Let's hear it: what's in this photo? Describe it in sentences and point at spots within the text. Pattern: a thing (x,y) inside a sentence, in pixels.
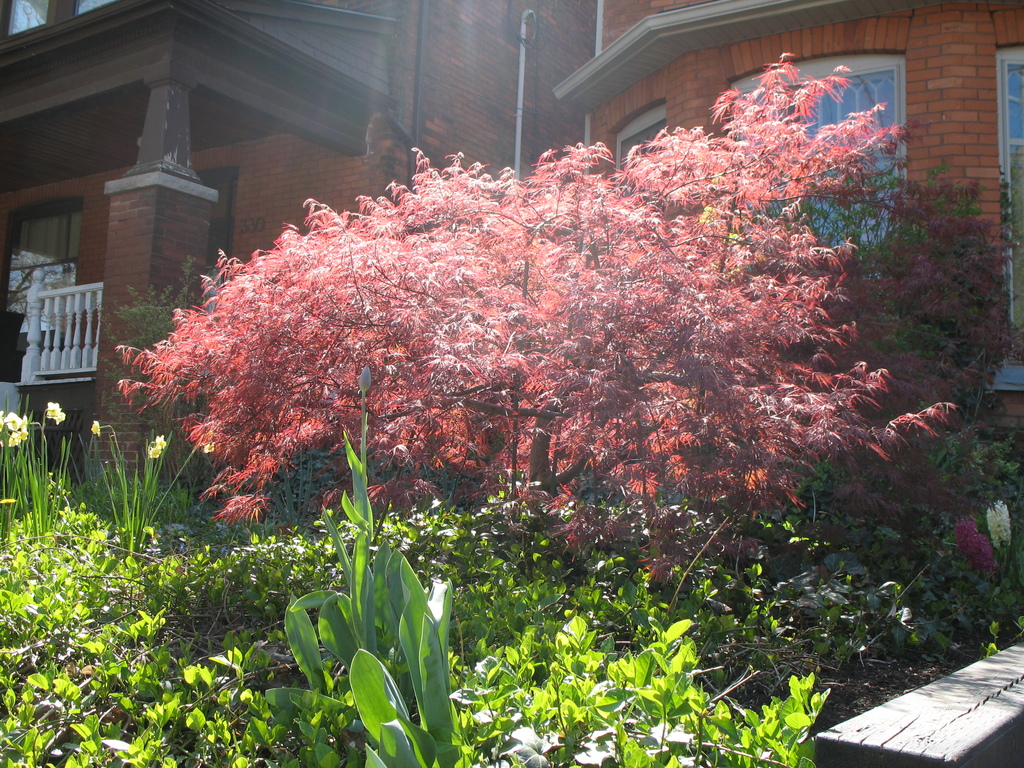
At the bottom of the image (232,613) there are plants (438,608). In the background of the image (286,188) there are buildings (511,150) with windows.
